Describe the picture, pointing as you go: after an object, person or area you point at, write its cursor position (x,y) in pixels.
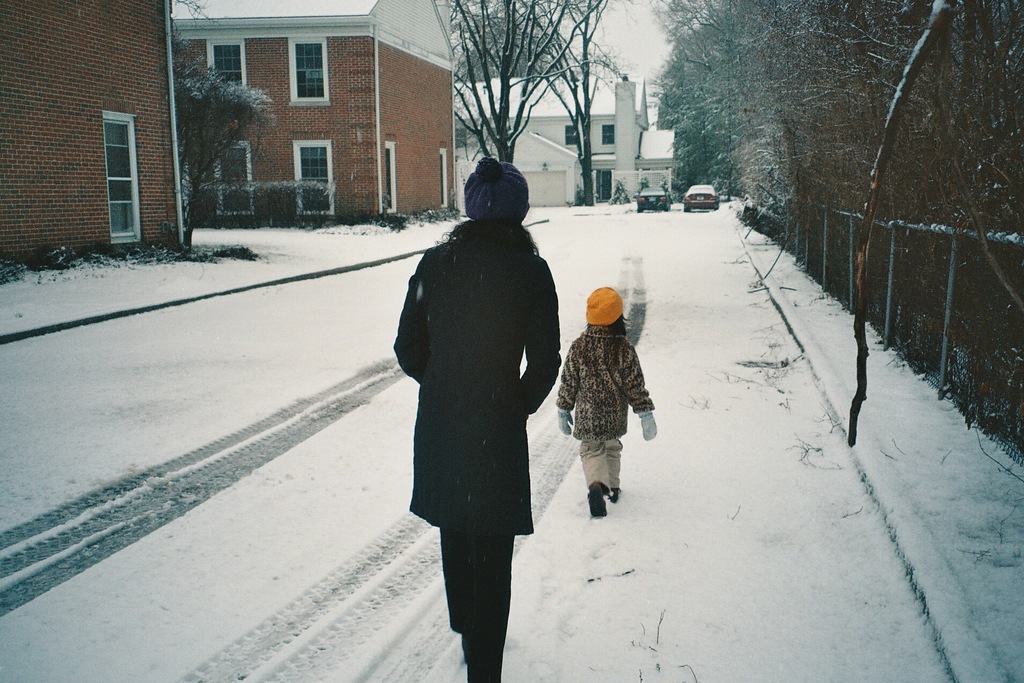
In this image I can see in the middle (423,334) a person (485,440) is walking, this person (485,495) is wearing black color coat (468,387), trouser (451,537), cap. Another person (631,398) is also walking on the snow (634,498), on the right side (952,86) there are trees (818,187). On the left side (304,145) there are buildings (565,189), in the background (704,209) there are cars (654,210), at the top (598,31) there is the sky (656,51).
